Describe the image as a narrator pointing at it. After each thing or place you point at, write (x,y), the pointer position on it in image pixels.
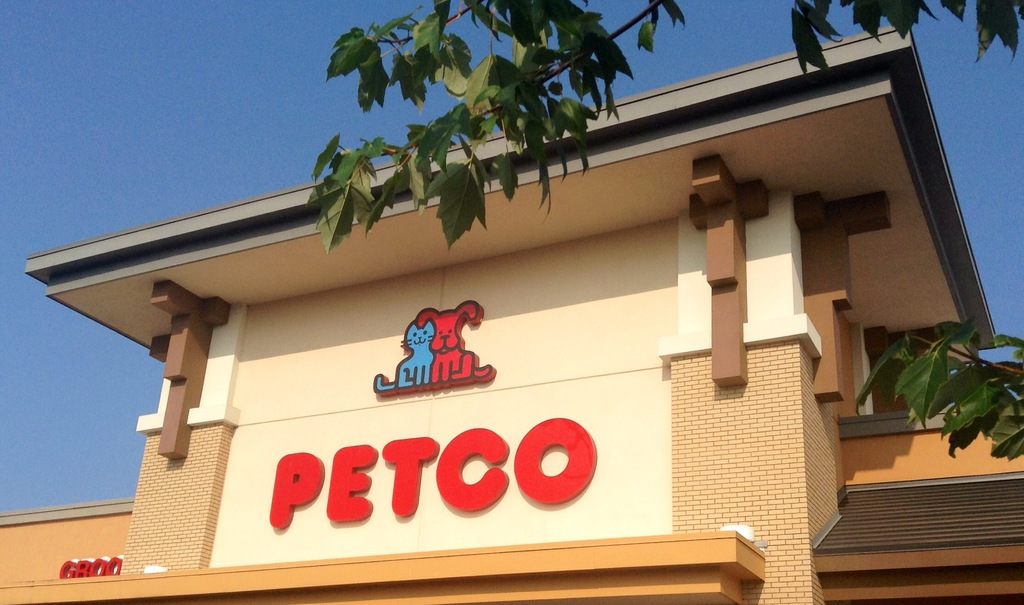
In this picture we can see a building (796,573) with names (580,457) and animal symbols (417,379) on it, tree (426,37) and in the background (86,100) we can see the sky (96,380).
